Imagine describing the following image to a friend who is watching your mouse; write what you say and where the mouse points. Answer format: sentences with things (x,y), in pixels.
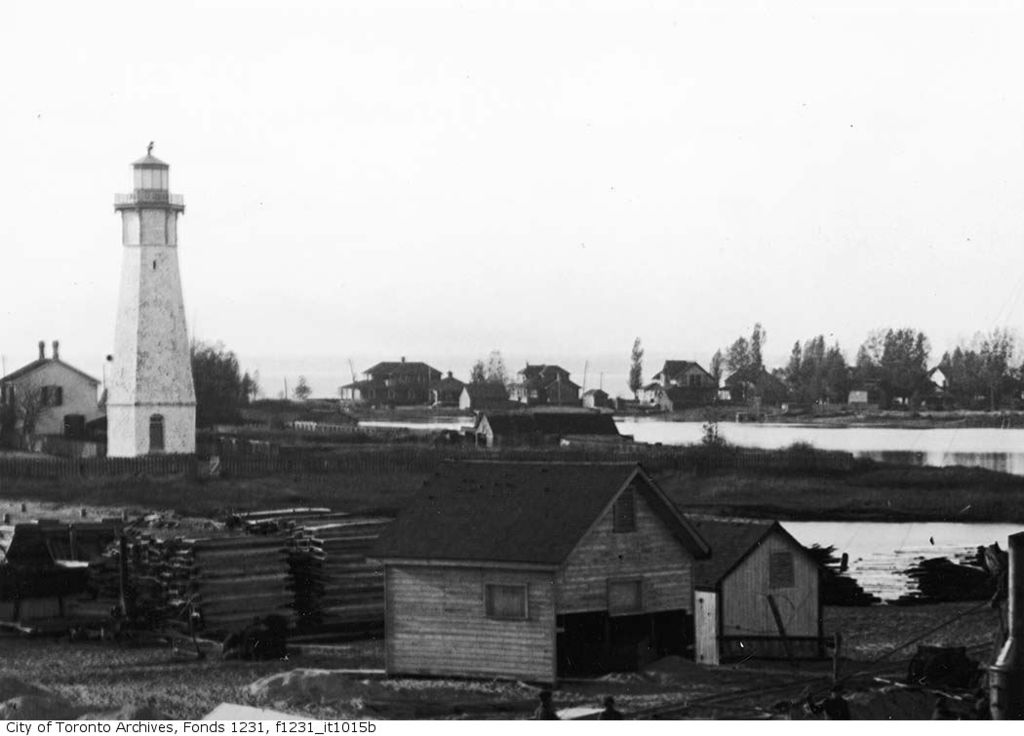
I see this is a black and white image and I see number of buildings (455,466) and I see a tower (128,448) over here and I see number of trees (919,339) and I see the water (927,440). In the background (604,7) I see the sky (662,279) and I see something is written over here.
